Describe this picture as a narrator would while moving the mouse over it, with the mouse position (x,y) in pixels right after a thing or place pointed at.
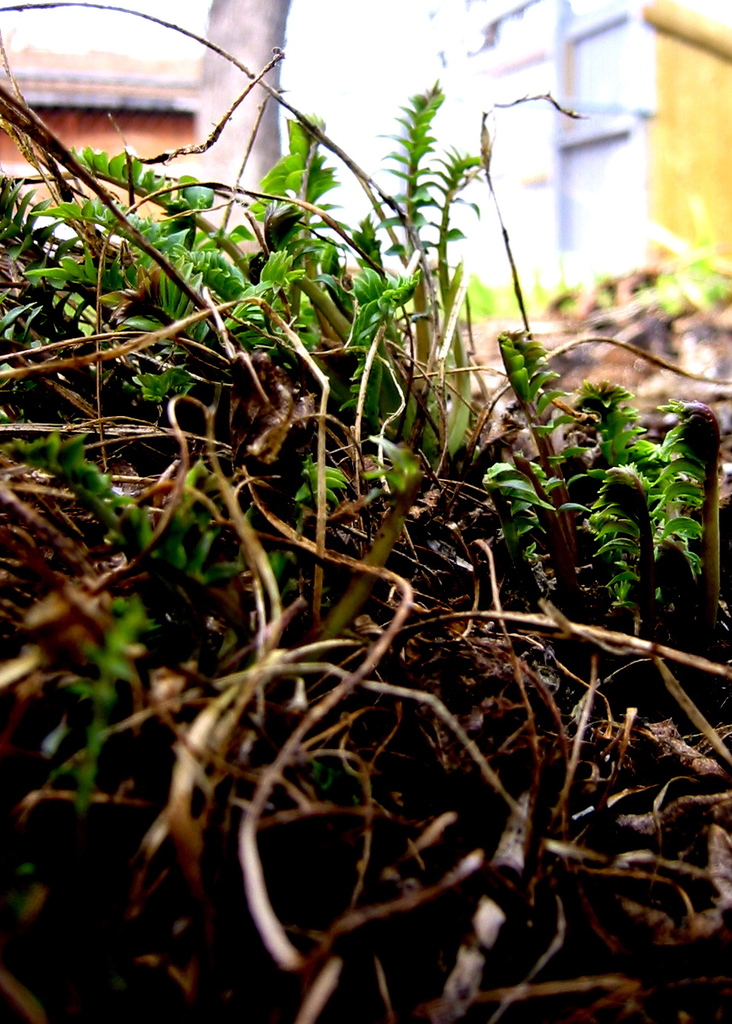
In this picture I can see plants (376,470) and looks like a tree (248,126) and couple of buildings (484,228) in the back (603,242).
